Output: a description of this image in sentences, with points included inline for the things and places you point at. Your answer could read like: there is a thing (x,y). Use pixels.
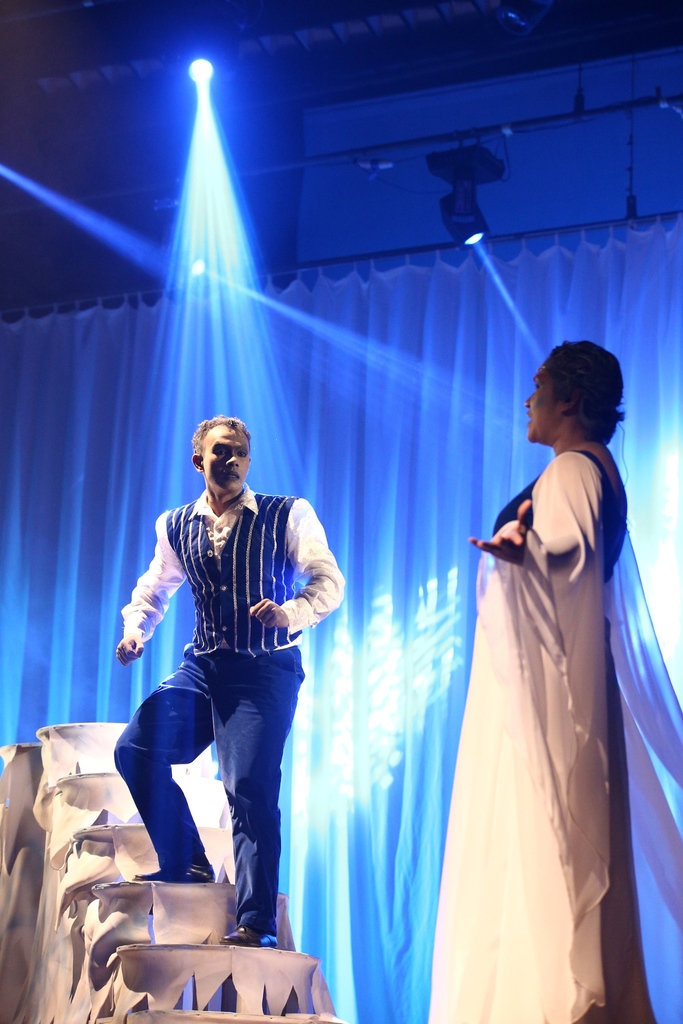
On the left side of the image (176,540) we can see person (172,699) standing on the stairs (152,982). On the right side of the image (471,903) we can see woman (625,742). In the background (446,784) we can see curtain (134,345), light (247,292) and wall (294,265).
